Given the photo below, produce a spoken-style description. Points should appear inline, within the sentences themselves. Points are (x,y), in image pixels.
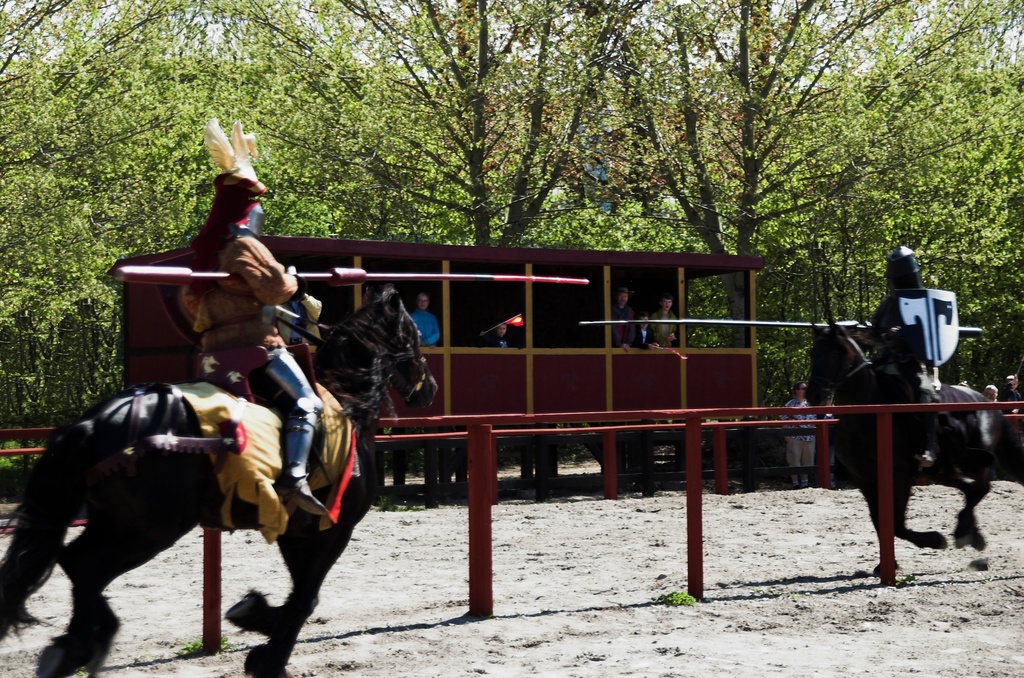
In the picture we can find a stand (499,368), a railing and two horses (2,592) and two men (246,230) are sitting on the horses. In the background (74,101) we can see a trees (841,55) with sky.
